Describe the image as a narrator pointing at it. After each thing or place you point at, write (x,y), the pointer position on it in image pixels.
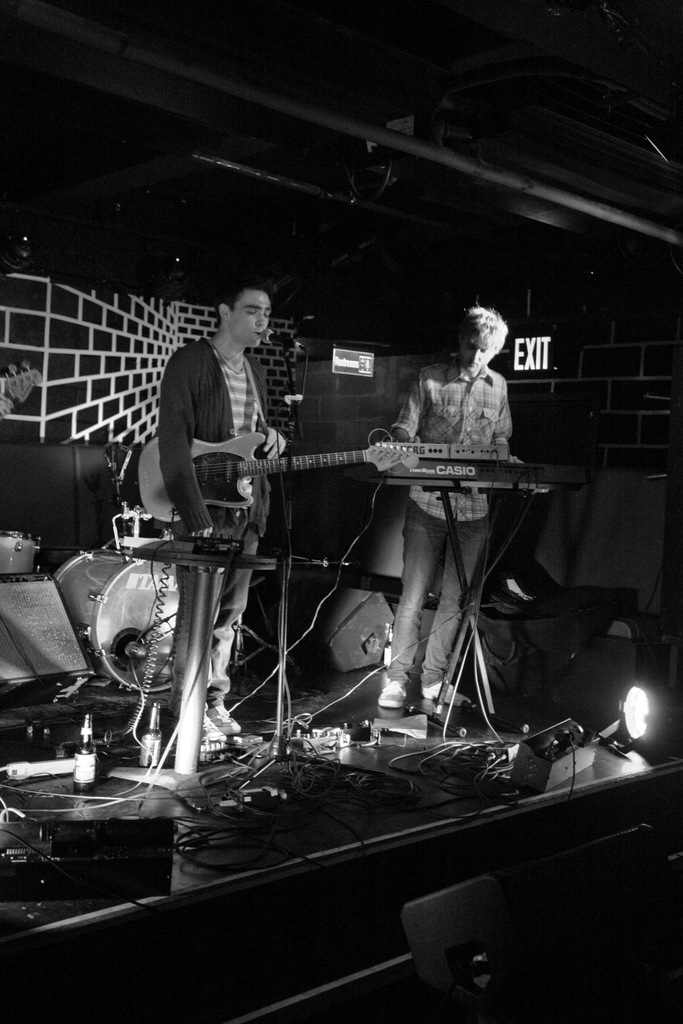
In this image there are two persons (475,400) standing on the stage (250,812), a person (197,483) is playing musical instrument (469,466), a person (253,323) is singing, there is a mike (285,537), there is light (627,707), there is a exit board (537,350), there is wall (610,420), there is roof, there is bottle (84,752) on the floor (67,740).
